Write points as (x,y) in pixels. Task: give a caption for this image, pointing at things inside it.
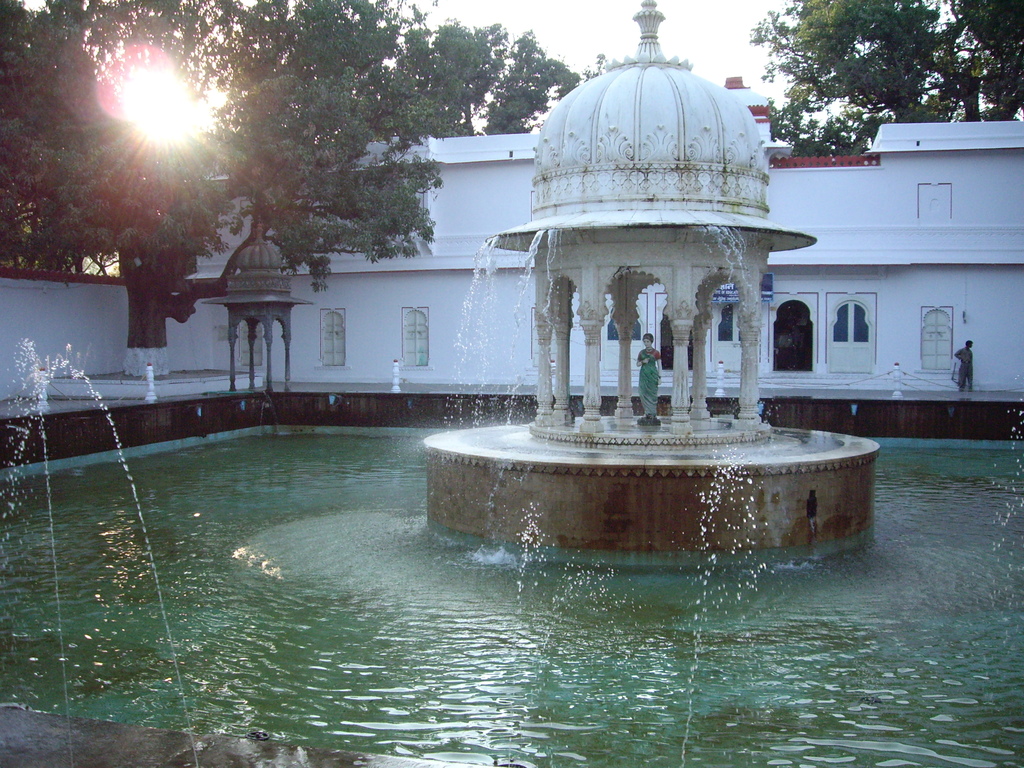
In this image there is water (384,536) at the bottom (529,755). There is a roof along with pillars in the foreground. There is a building (1009,243) with trees (71,65) in the background (81,213). And there is a sky (604,2) at the top (384,64).
